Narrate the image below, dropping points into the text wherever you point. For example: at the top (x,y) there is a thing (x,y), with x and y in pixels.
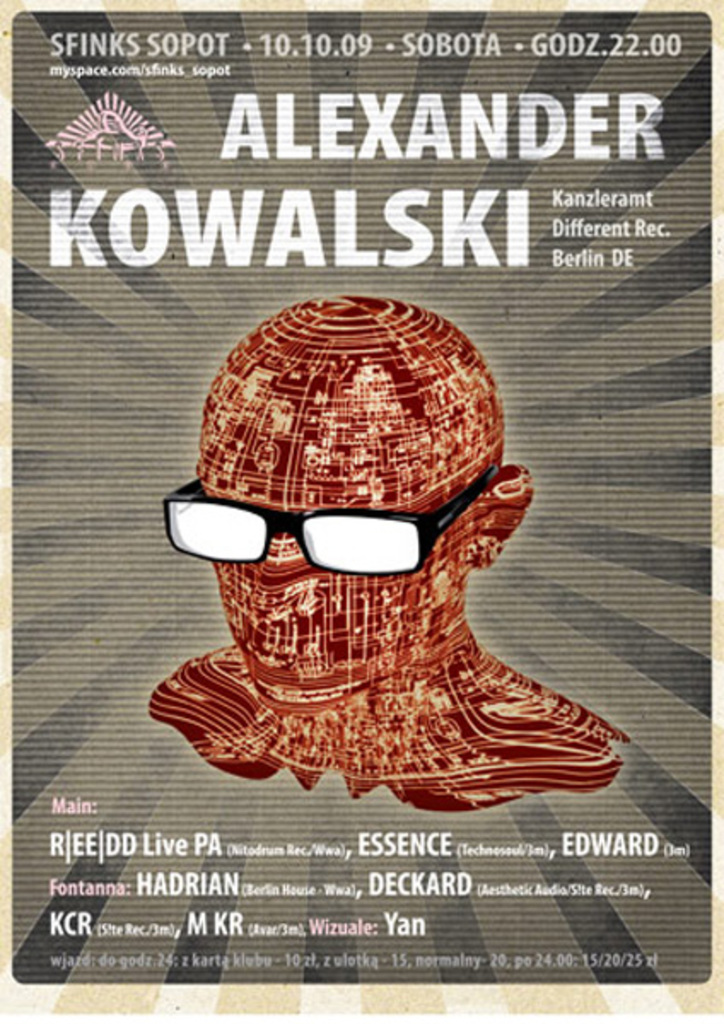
In this image we can see a poster (361,430). On the poster (558,502) we can see some text (447,958) and an animation (472,485) of a person (301,386) in the image.
